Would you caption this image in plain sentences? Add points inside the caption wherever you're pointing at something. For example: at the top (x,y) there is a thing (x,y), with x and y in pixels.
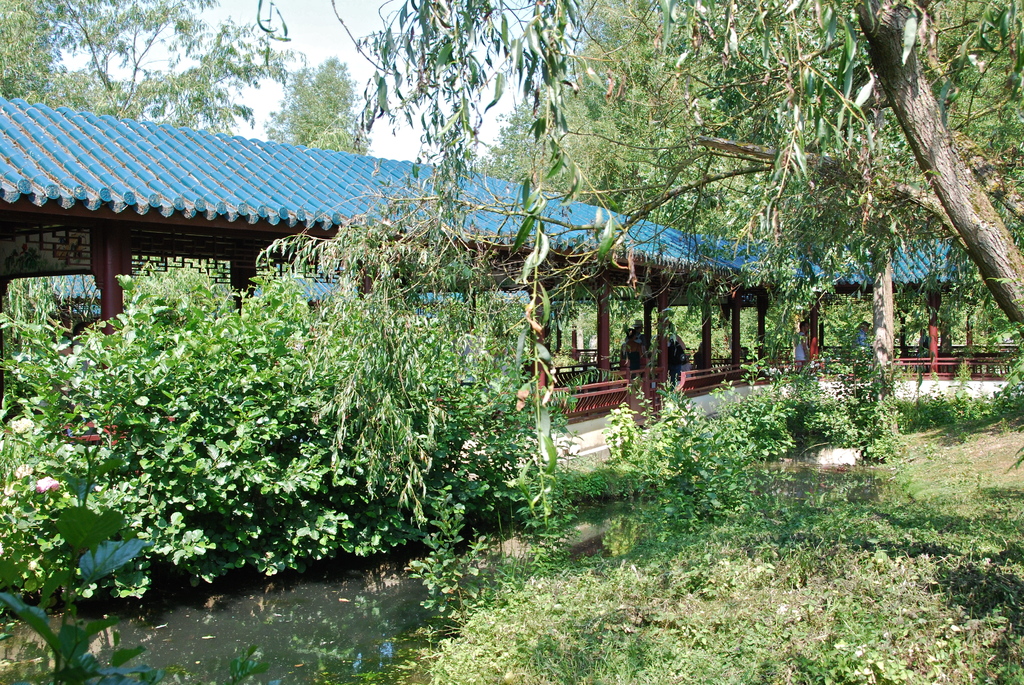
In the image we can see wooden shed roof construction (179,197). Here we can see water (368,591), grass (708,590), plants (223,367), trees (797,78) and the sky (315,15). We can see there are even people (675,360) wearing clothes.
